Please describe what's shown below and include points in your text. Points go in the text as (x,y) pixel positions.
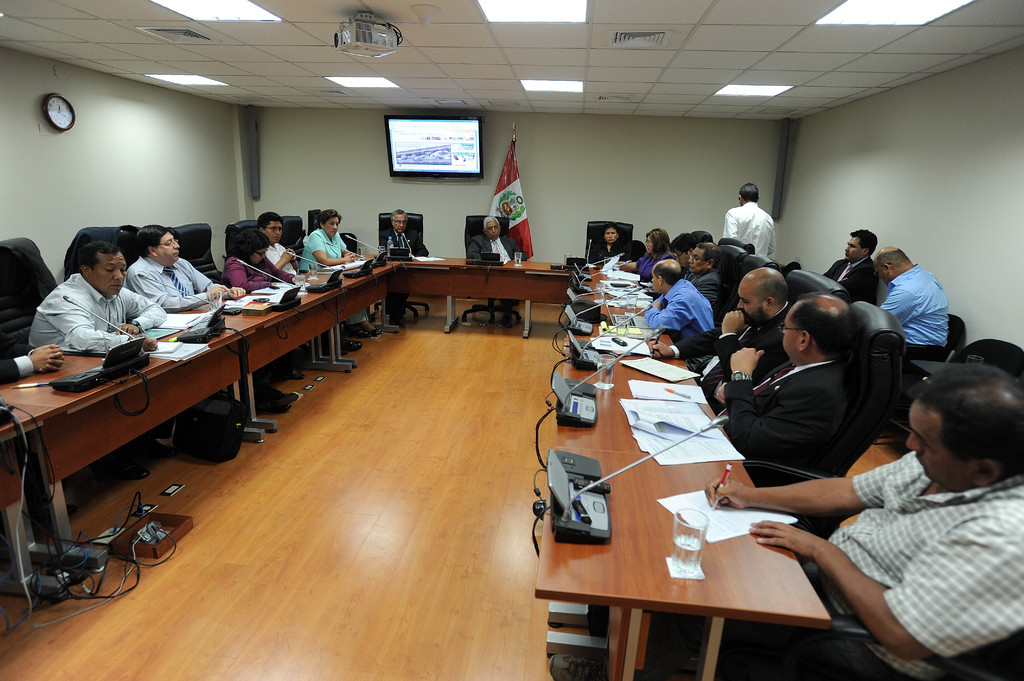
This picture is clicked inside the room (351,394). On the right corner (950,461) there is a man (932,457) wearing shirt (912,519), sitting on the chair (838,614) and holding a pen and seems to be writing something on the paper (705,510). In the center (671,285) we can see the group of people (768,394) sitting on the chairs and there is a flag (516,171) and there are some objects (137,526) placed on the ground (319,416). On the right (739,217) there is a person (754,214) seems to be walking on the ground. In the background (65,104) we can see the clock (73,114) hanging on the wall (111,131) and we can see the wall mounted digital screen (441,145). At the top (451,28) there is a roof (736,52), ceiling lights (857,15) and a projector (360,51).
